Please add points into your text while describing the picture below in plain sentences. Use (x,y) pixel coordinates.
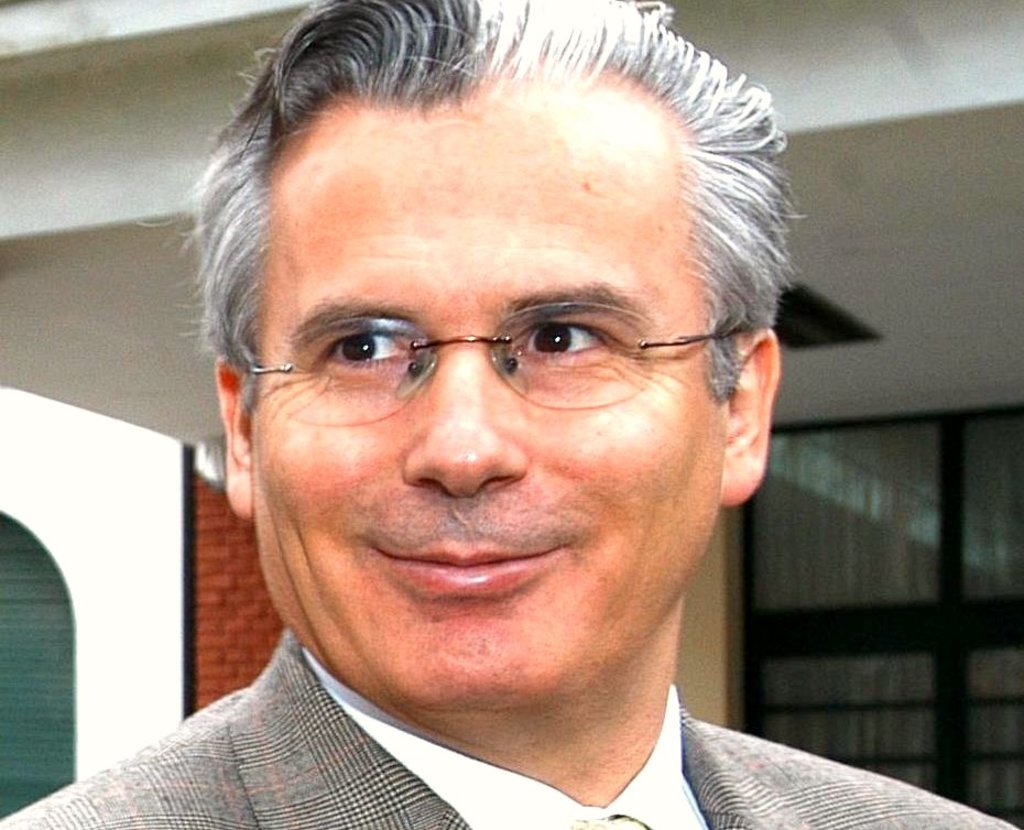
In this image we can see a person (590,457) with a smiling face (480,465) and behind him we can also see the window (970,694) and wall (278,640).
